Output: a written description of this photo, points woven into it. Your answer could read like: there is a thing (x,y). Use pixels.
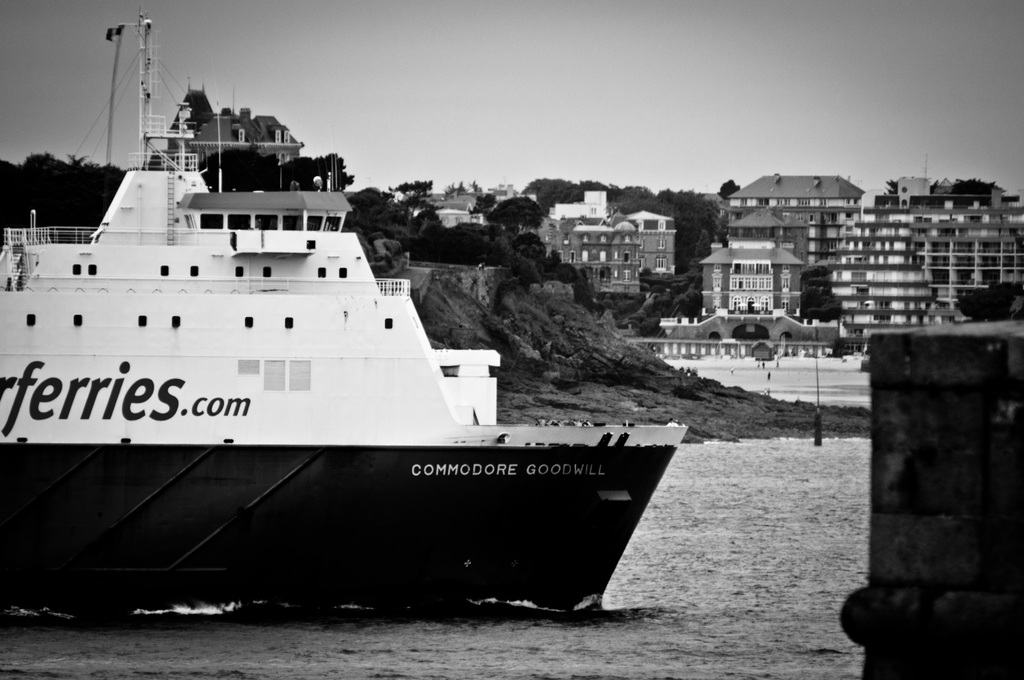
In this image at the bottom (114,654) there is a river (680,461), and in the center (461,435) there is a ship (202,463) and on the right side of the image (887,509) there is a wall (877,335). And in the background (377,200) there are buildings (606,240), houses (580,219), plants (541,209), trees (82,182) and mountains (463,311). At the top (555,72) there is sky (384,95), and in the ship (207,222) there are some towers (137,182) and some objects (147,165).
